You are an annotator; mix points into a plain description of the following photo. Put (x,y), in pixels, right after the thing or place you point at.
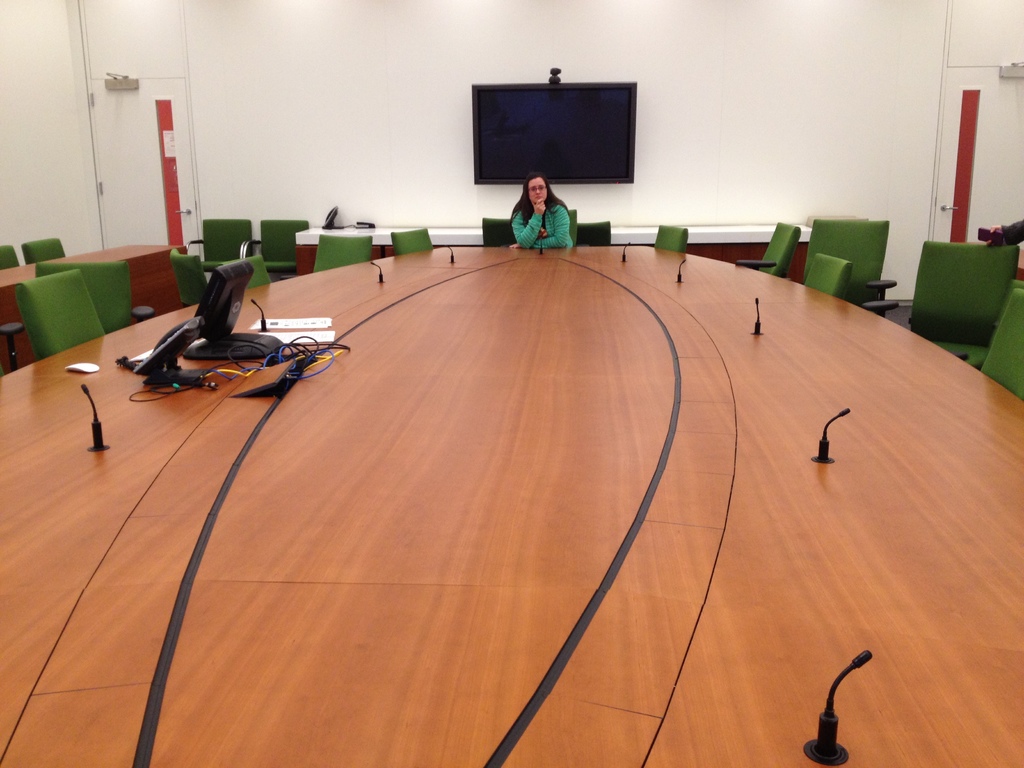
In the background (618,112) we can see a screen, wall (534,47), doors (955,84). On the table (570,314) we can see microphones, electronic devices (227,291). We can see chairs (983,316) and a woman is sitting on a chair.
